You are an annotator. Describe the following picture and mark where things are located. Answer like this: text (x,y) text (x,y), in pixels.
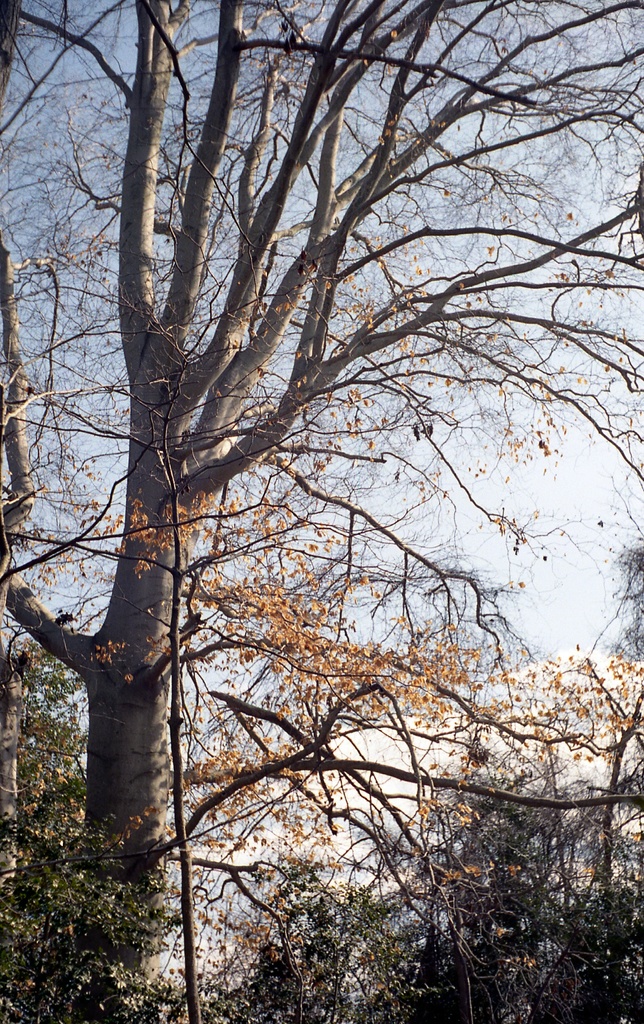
In this image the foreground (149,906) there are some trees (640,211), and in the background (431,446) there is sky (522,134).
